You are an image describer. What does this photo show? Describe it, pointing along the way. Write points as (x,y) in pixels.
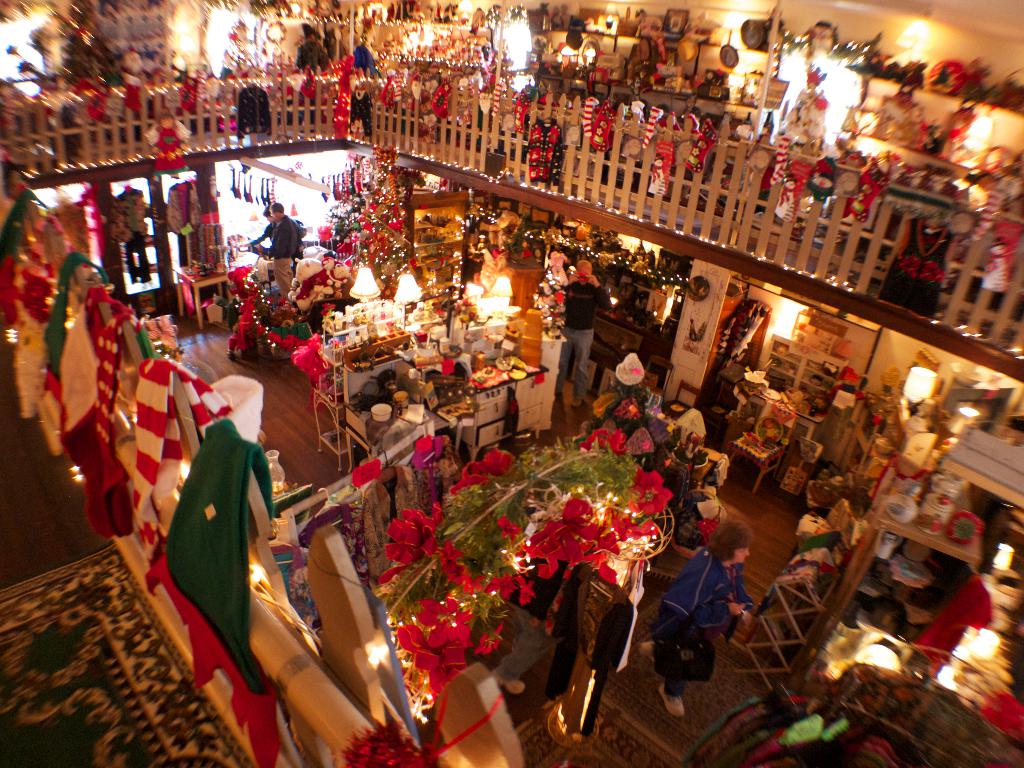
In this image we can see a few clothes (661,169), lights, flowers (562,513), fence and a few people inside the building (630,224).
